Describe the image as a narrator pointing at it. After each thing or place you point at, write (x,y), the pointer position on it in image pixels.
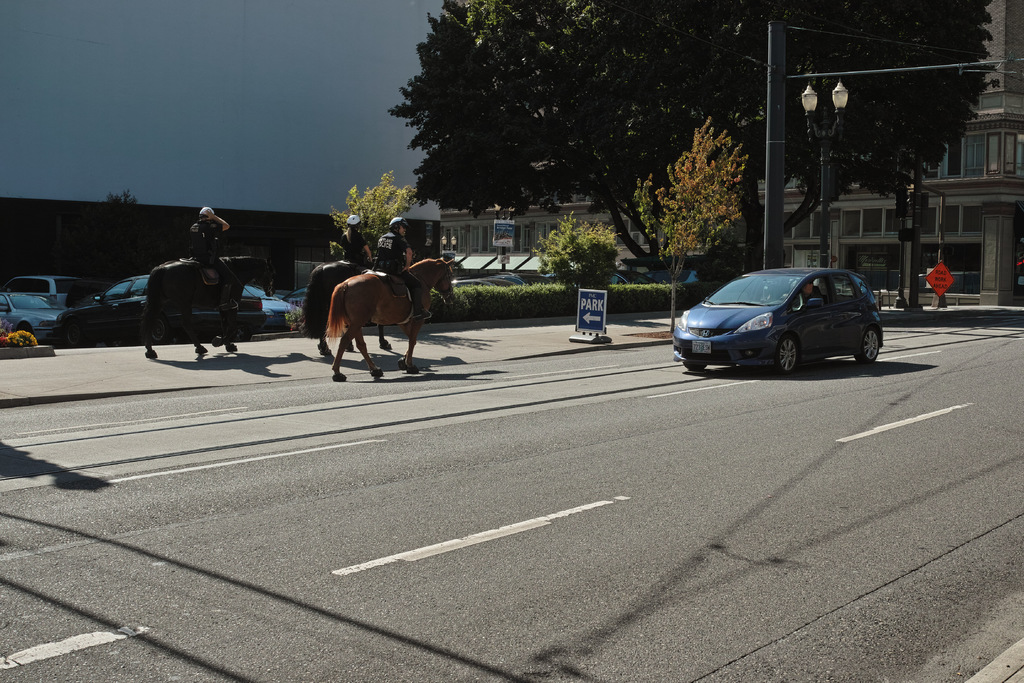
This image consists of three persons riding the horses (150,307). At the bottom (297,544), there is a road (681,435). In the front (785,320), we can see a car (812,305). In the background (460,168), there are buildings (186,83) along with the trees (467,185). At the top (223,114), there is a building wall (202,91). On the right (768,139), we can see the lamps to the poles (766,243).
